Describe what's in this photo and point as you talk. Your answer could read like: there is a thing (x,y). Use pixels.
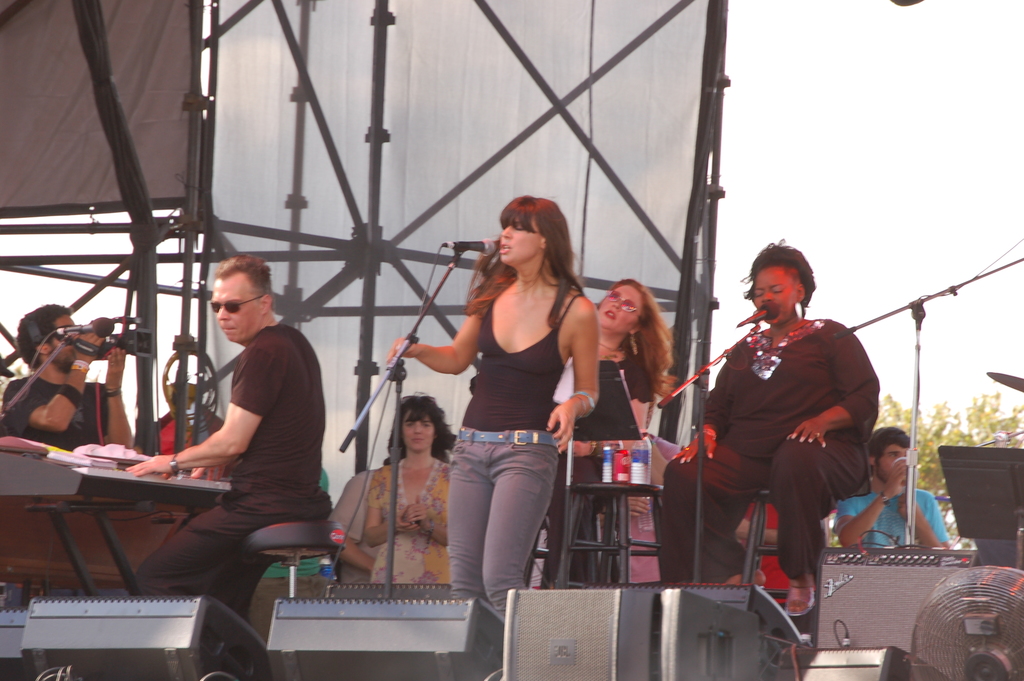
There are two ladies (591,365) singing in front of a mic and the person (294,414) wearing black dress (267,456) is playing piano (208,481) beside them and the person (61,399) in the left corner (67,390) is holding a camera (101,346) in his hands (107,362) and there are few people (924,497) behind them.
